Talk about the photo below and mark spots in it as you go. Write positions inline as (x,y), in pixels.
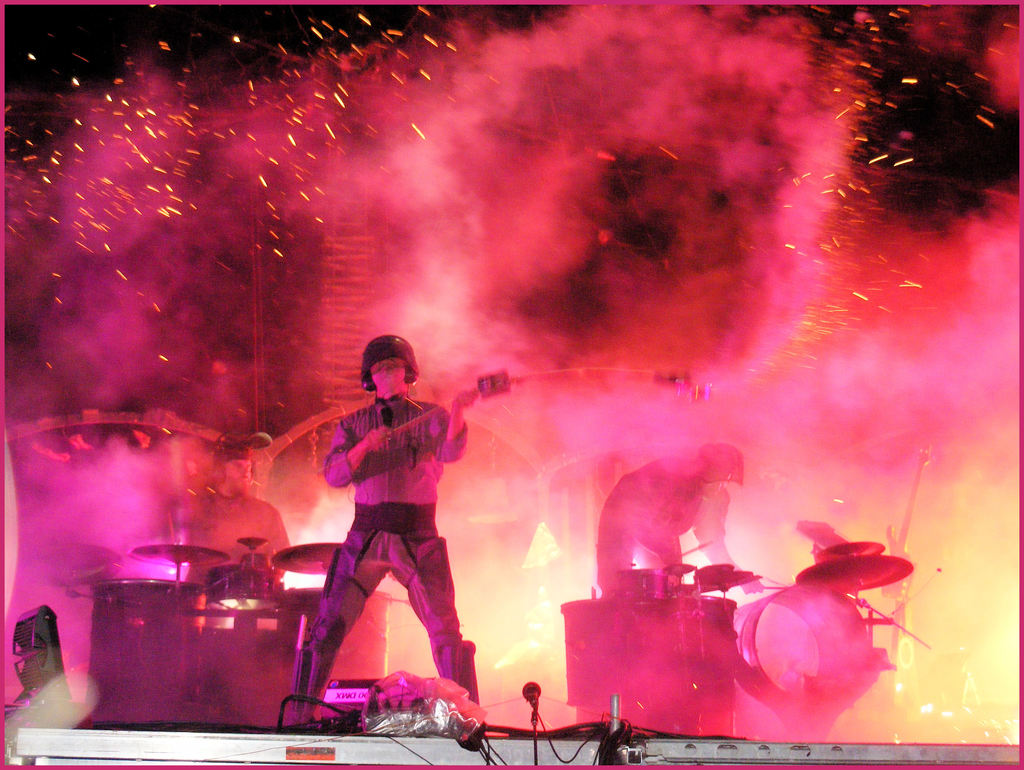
In the picture I can see a person (367,485) wearing helmet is holding an object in his hands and there are two persons (616,514) playing musical instruments (731,583) in the background (635,541).
